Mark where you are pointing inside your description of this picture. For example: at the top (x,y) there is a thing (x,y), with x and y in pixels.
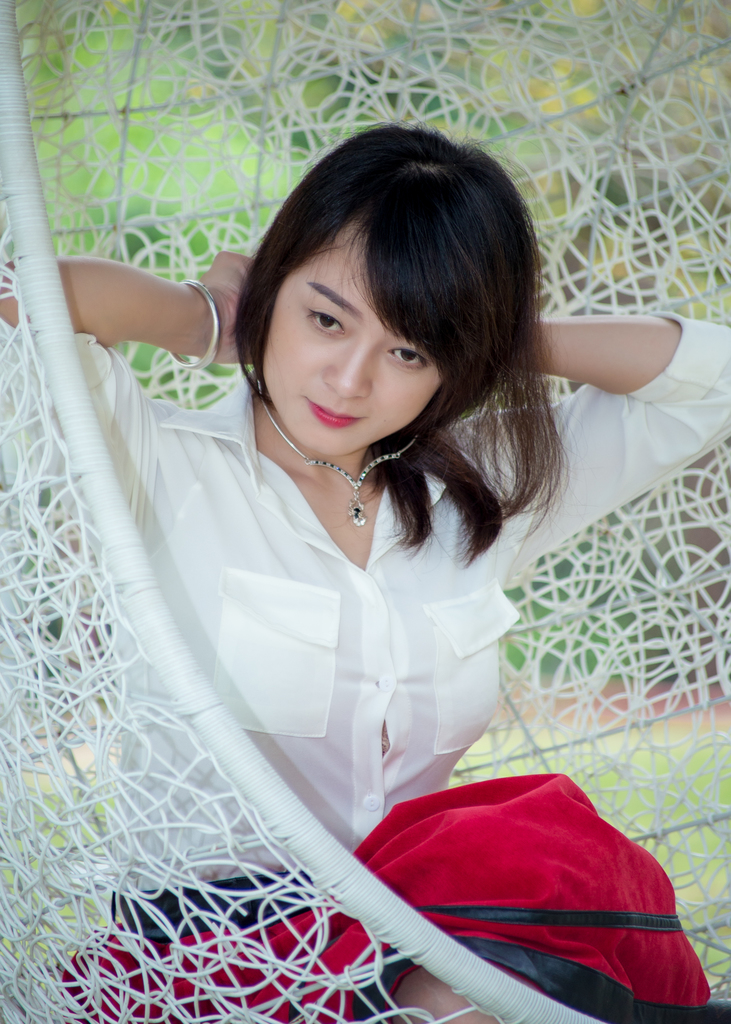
This picture is clicked outside. In the foreground (415,715) we can see a woman (416,560) wearing white color shirt (303,607), necklace (364,472) and sitting in a swing (522,986) and we can see some red color cloth (496,895). In the background (586,628), we can see the green grass (682,731) and some other items (684,718).
